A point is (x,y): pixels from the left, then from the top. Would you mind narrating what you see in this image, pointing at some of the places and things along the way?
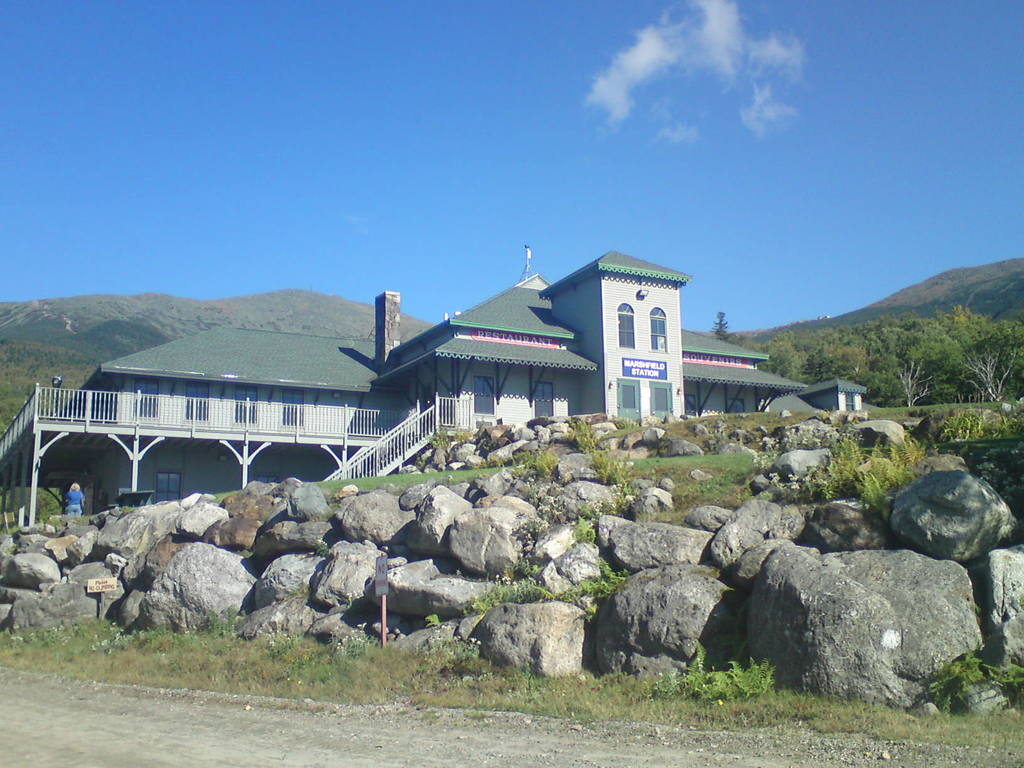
There is a clear, blue and slightly cloudy sky (343,287) at the top most of the image (872,197). There is a house (708,398) in the image. There are many trees (921,353) and mountains (336,314) in the image.
